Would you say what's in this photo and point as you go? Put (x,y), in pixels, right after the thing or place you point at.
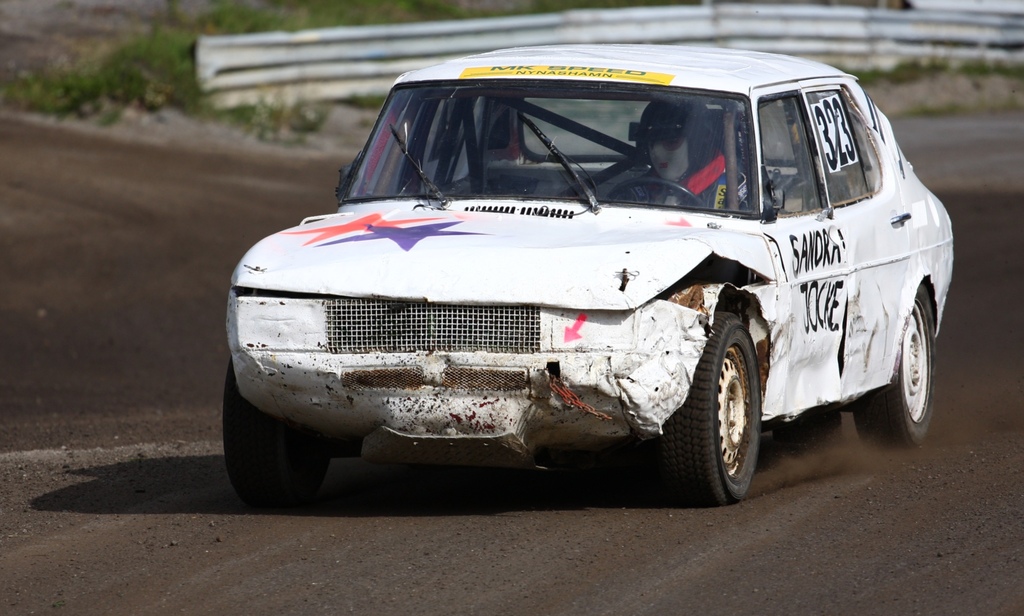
There is a car (405,101) in the center of the image (532,364), it seems like metal sheets (412,55) and greenery (115,81) in the background area (744,39).
